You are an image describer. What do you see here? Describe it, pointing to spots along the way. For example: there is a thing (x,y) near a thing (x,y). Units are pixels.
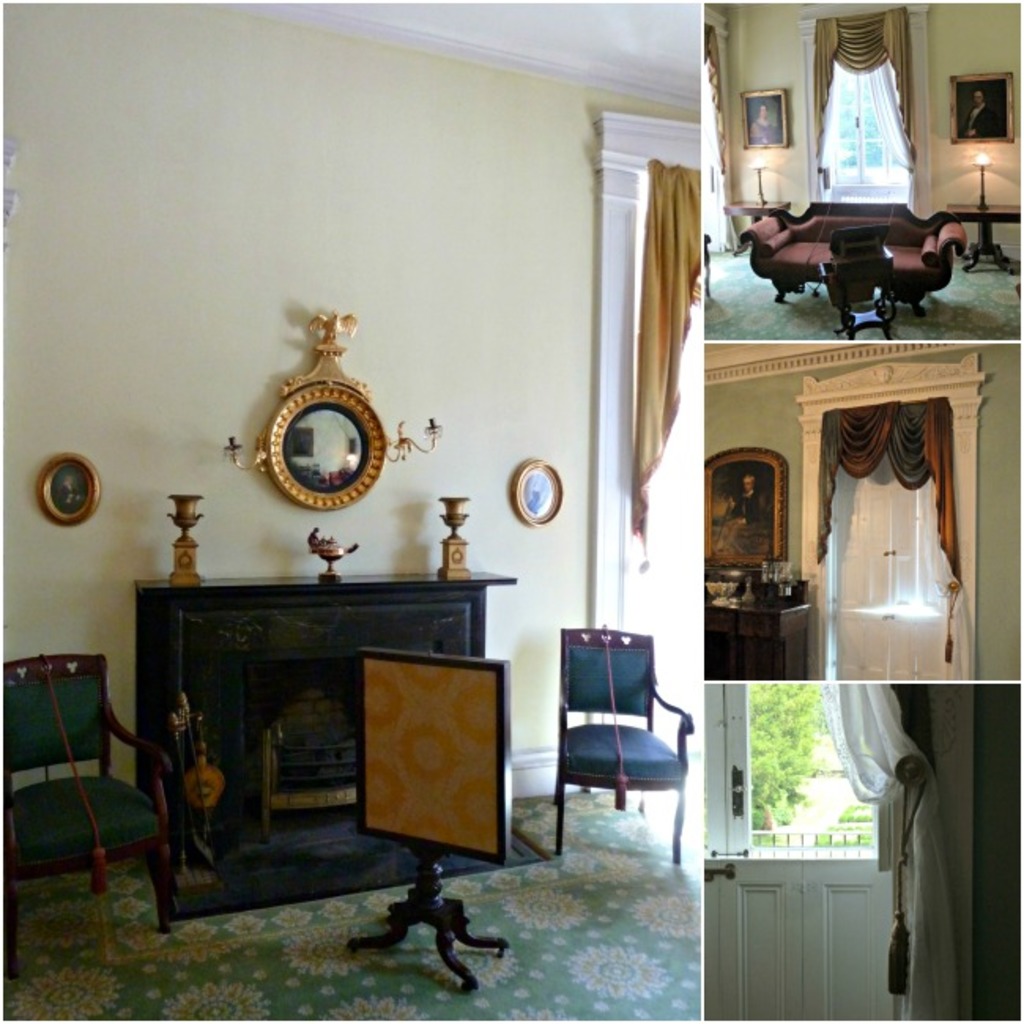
This is a collage image. In this image I can see four pictures. In the four pictures, I can see the inside view of a room (447,272). In the left side (331,463) image there is a table (463,723), chairs (91,739) and few frames (274,468) are attached to the wall (213,264). In the right side (902,540) images, I can see the curtains (839,74) to the windows (900,492), couch (883,219), frames (997,131) to the walls (972,35) and lamps (978,168).
